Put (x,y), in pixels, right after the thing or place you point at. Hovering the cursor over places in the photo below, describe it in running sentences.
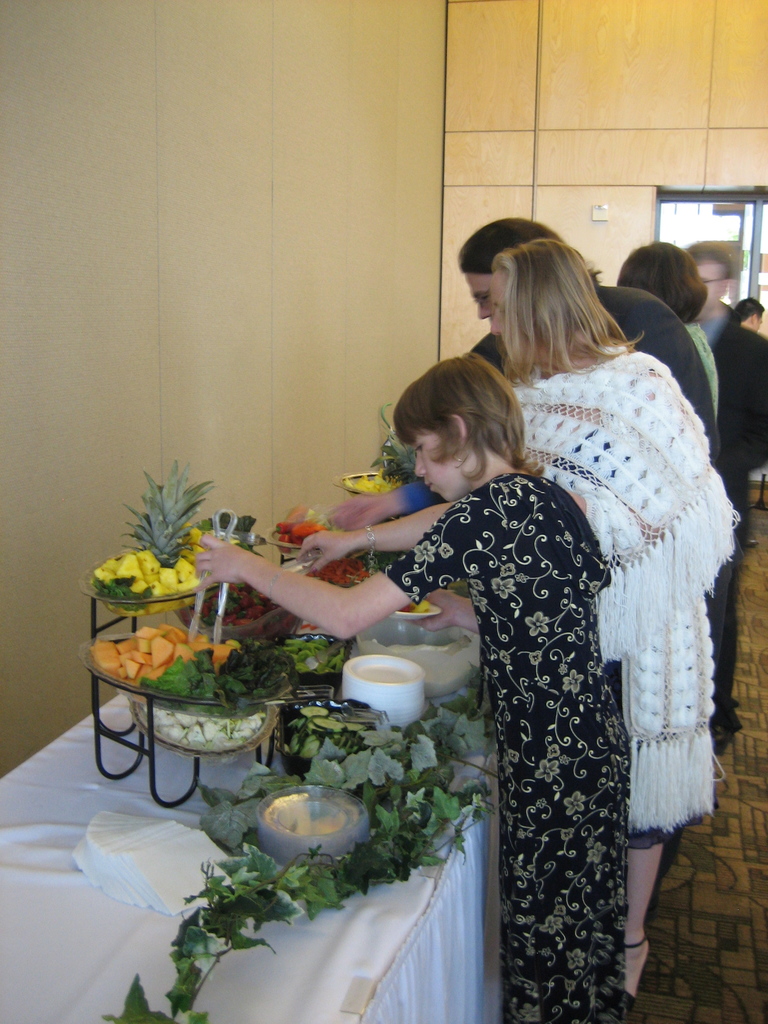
In this picture we can observe some people (550,602) standing in front of a table (76,745) on which we can observe some fruits (148,654). There is a white color bowl (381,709) and we can observe some leaves (219,889) and tissues (132,871) on the table (140,910). In the background (315,112) there is a wall (328,148).
